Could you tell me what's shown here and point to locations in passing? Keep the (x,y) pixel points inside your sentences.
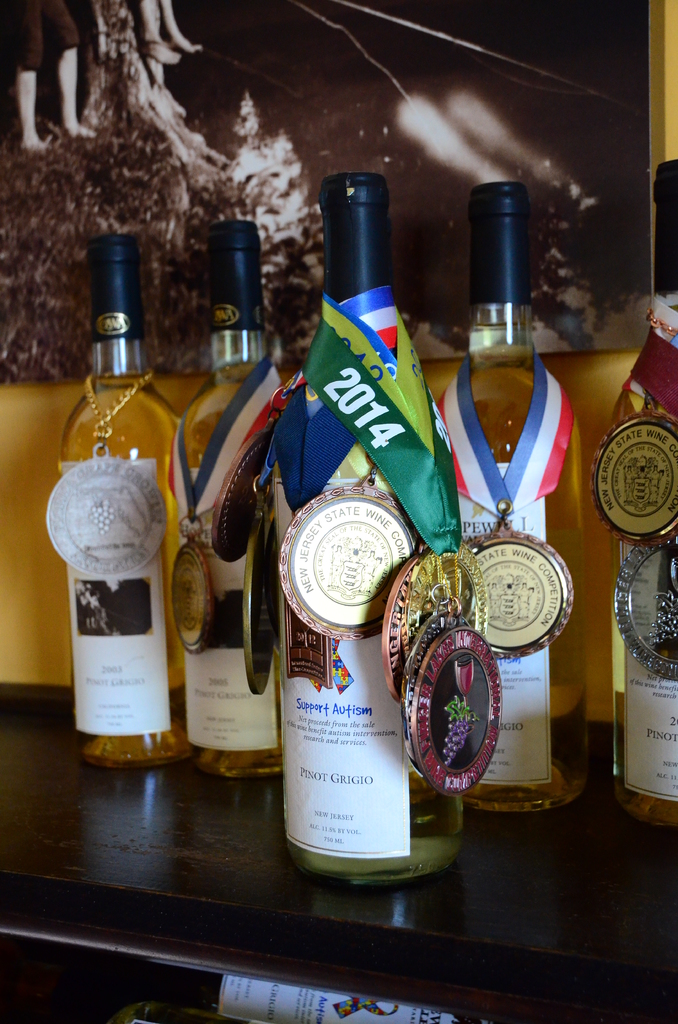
In this picture we can see different types of medals (311,507) around the neck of the bottles (232,566). This is a table (371,896). on the background (357,135) we can see one scenery (312,87).
